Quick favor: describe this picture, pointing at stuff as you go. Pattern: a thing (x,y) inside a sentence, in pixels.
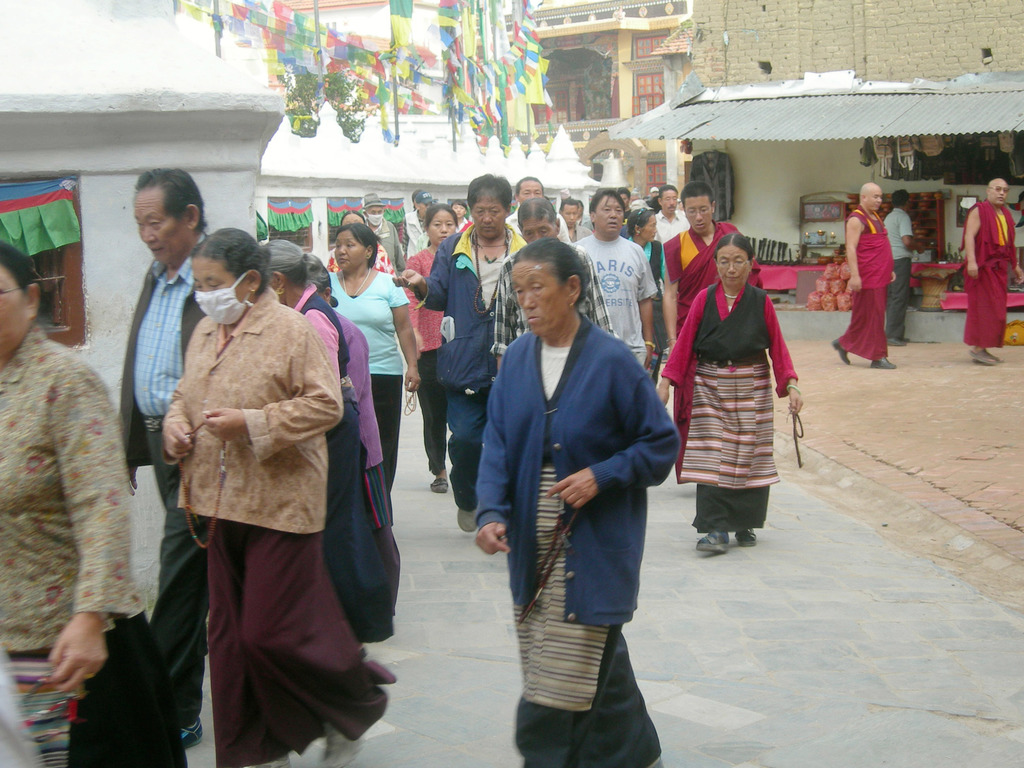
In this image, I can see a group of people (632,206) walking on a pathway (701,621). On the right side of the image (996,242), I can see three persons (879,348) standing and there is a shop (793,234) with objects (926,244). In the background (74,230), there are decorative banners (427,90) and buildings (96,336).
